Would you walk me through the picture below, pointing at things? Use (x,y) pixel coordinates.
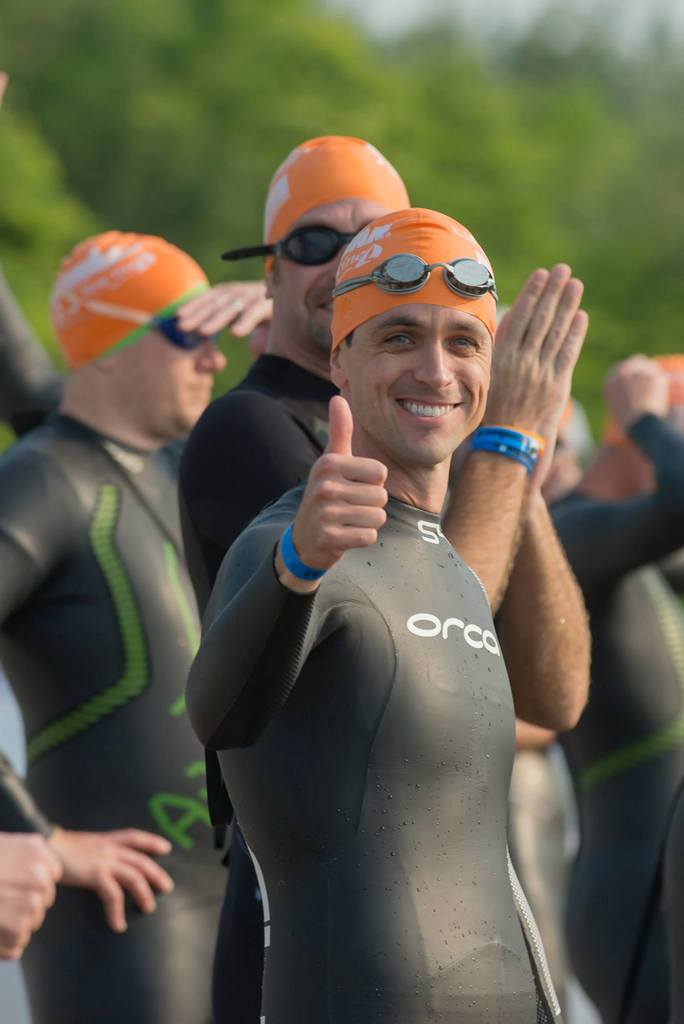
In the image there are a group of men (242,393) wearing swimming costumes (369,652) and the first person (381,542) is showing thumbs (345,423) up with his hand (305,510) and also smiling, the background of the man (438,294) is blur.
